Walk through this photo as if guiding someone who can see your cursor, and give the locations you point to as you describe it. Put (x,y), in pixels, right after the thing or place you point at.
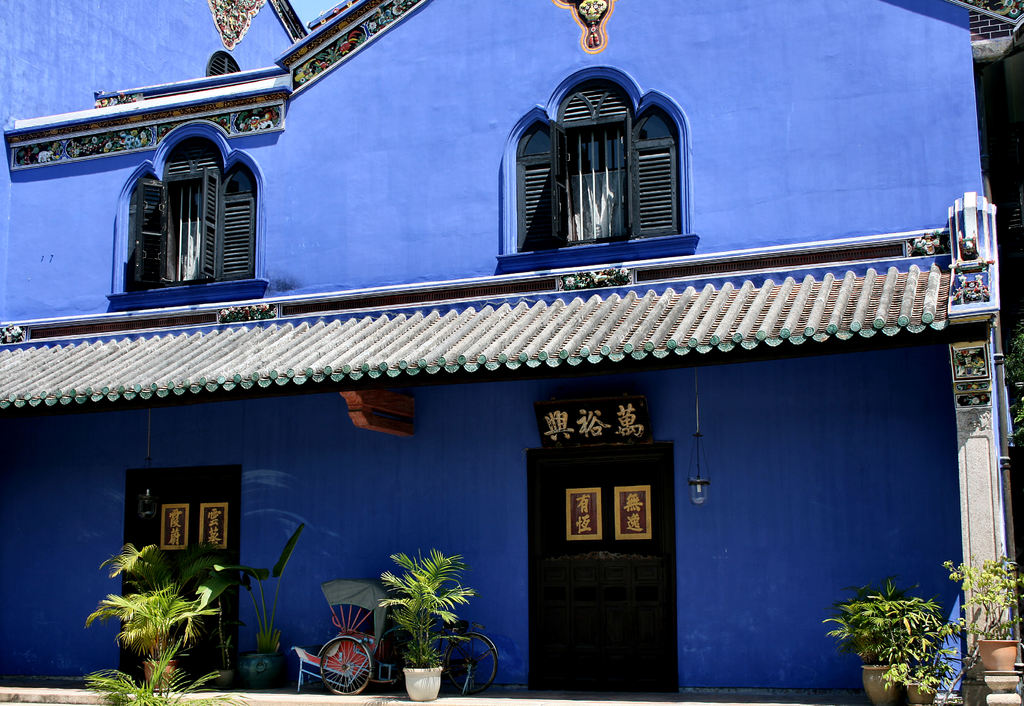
In this image there is a beautiful house (960,266), on top (153,218) the house (489,211) there are two windows (164,239) under the roof (180,364) there are two doors (643,610), a light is hanging in the roof (694,361) in front of the house (230,610) there is a bicycle (471,668) pots (272,668) and plants (915,665).
